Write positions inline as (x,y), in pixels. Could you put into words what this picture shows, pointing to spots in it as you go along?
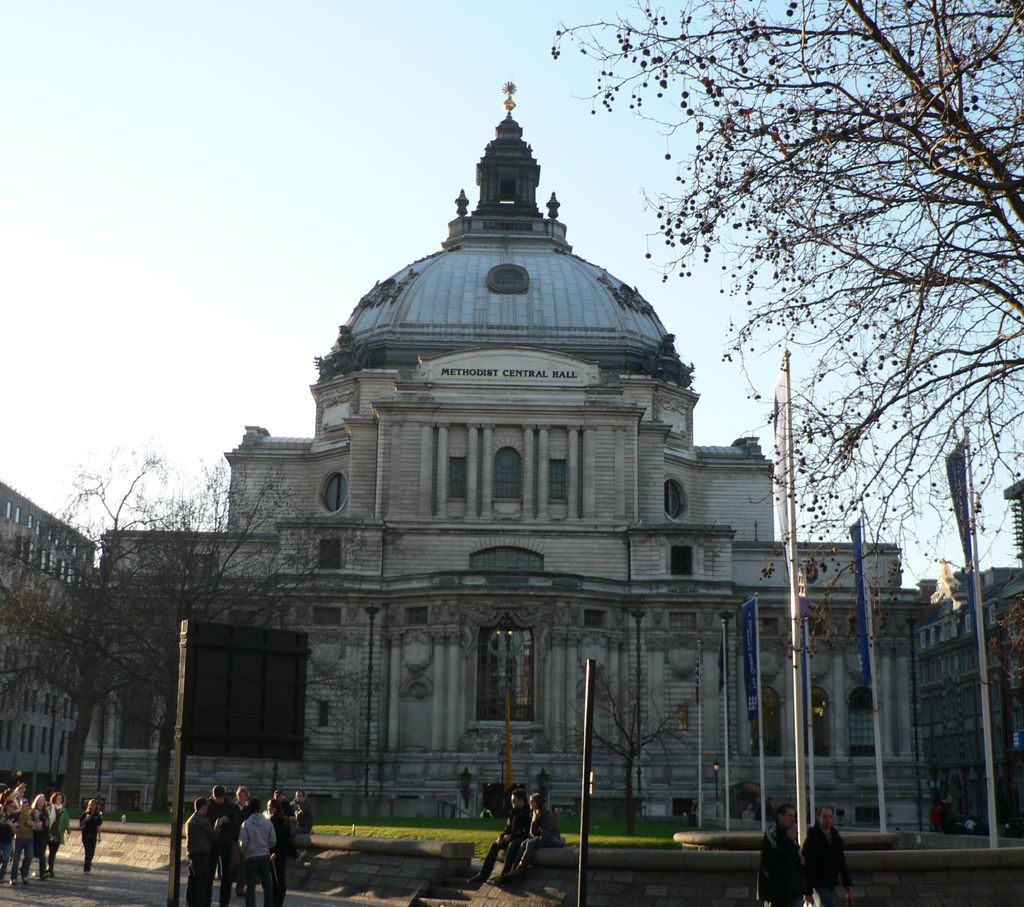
This picture shows a building (485,535) and few poles (700,761) and few trees (944,253) and we see few people (232,837) standing and few are seated and we see grass (322,820) on the ground (391,819) and a clear sky (387,248).
